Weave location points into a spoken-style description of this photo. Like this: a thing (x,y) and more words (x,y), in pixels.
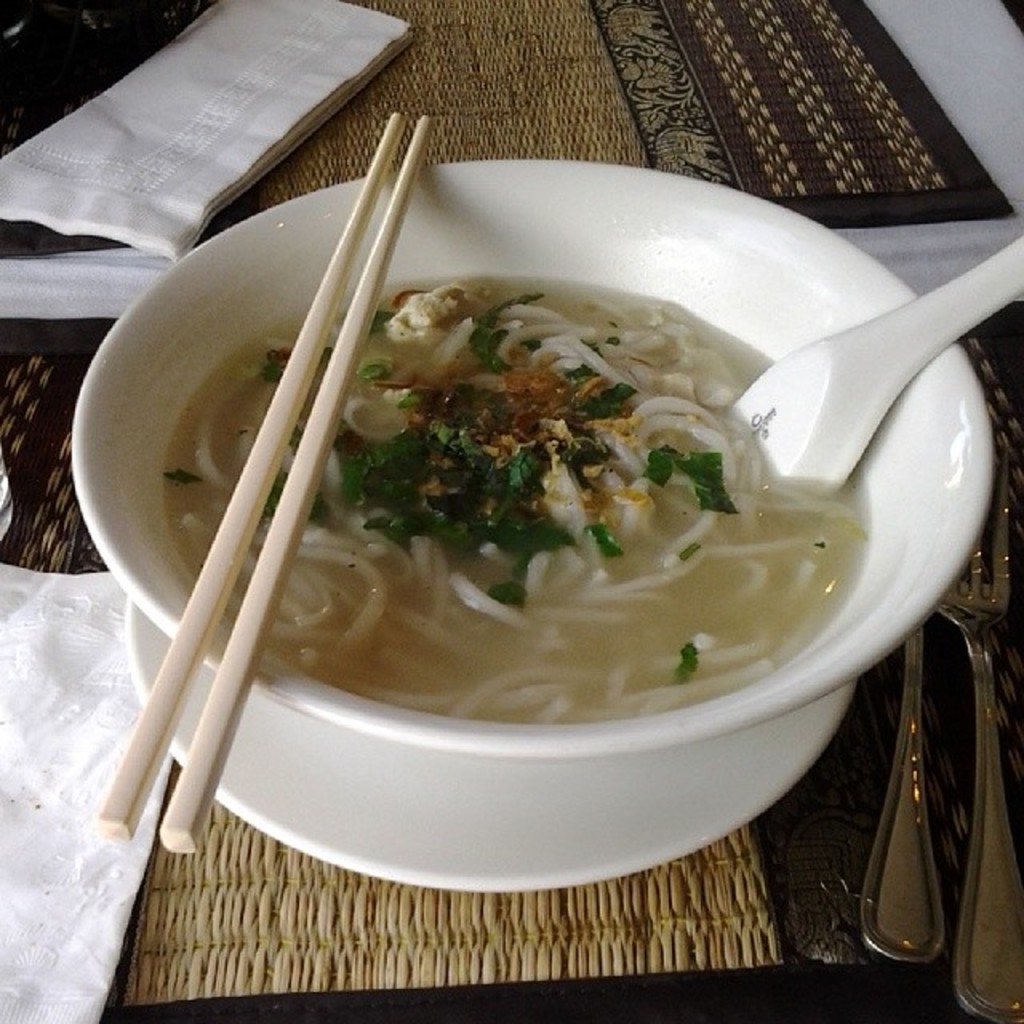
There is a table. There is a bowl (248,301), plate (704,818), spoon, tissue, cloth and food item (594,624) on a table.
